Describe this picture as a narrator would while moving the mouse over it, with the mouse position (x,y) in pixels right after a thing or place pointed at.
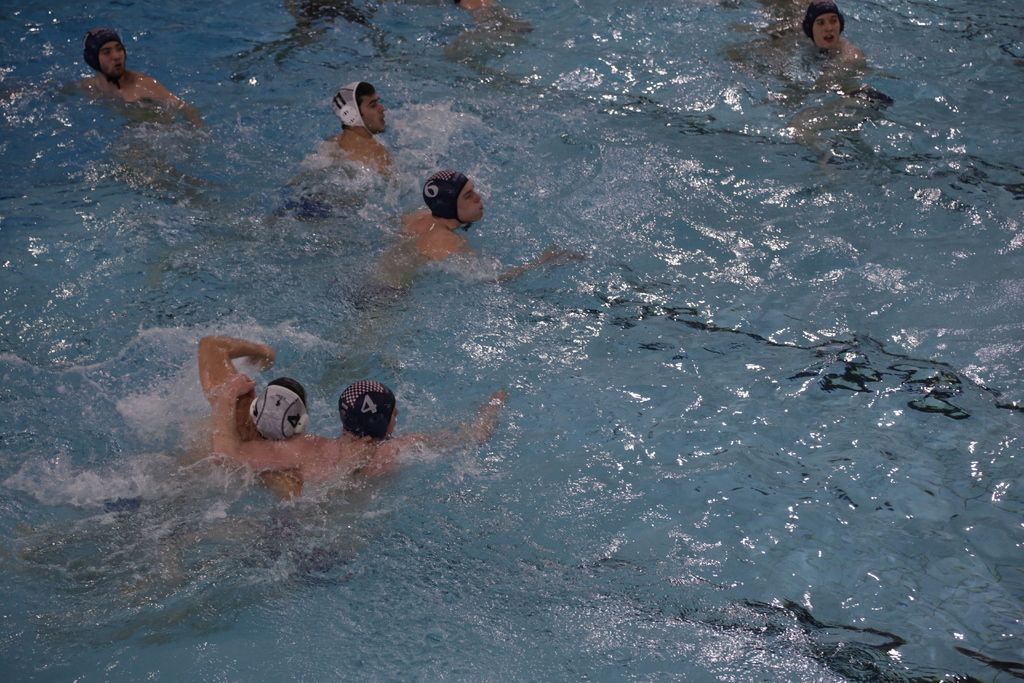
In this image we can see some people (258,416) in the water (728,318). On the water (716,324) there are some reflections (793,130).
